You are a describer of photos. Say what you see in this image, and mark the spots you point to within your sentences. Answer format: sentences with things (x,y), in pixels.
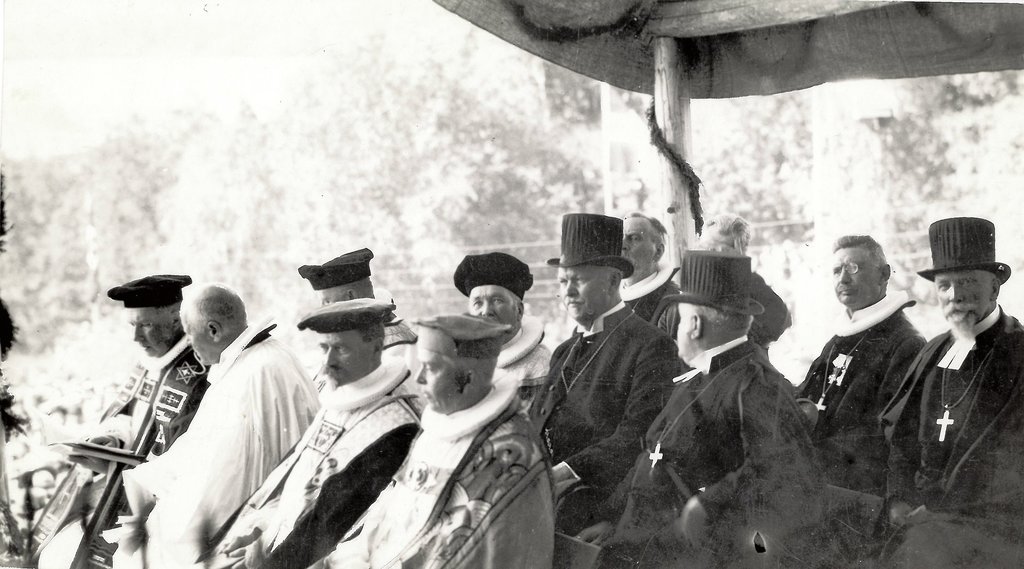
This is a black and white picture. Here, we see many people (595,424) sitting on chairs (863,515) under the tent (606,62). There are many trees (454,166) in the background (886,201) and this picture might be clicked outside the city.
